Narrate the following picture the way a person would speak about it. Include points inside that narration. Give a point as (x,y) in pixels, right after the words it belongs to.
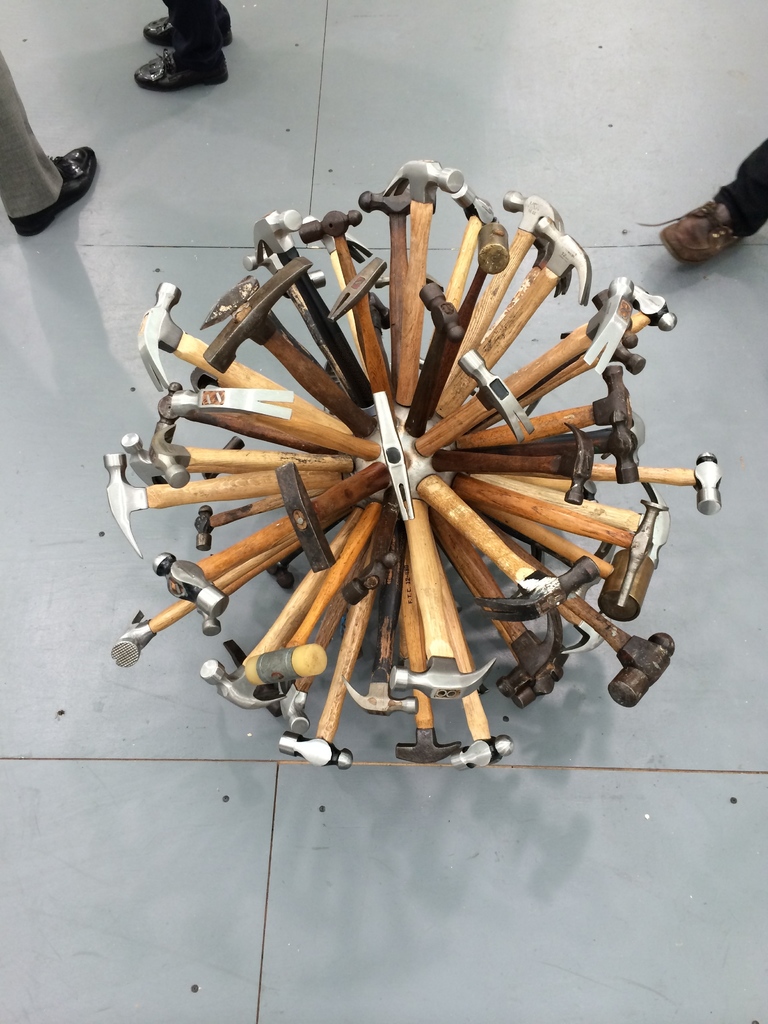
We can see people legs (208,28) with footwear (227,32) on the floor (152,300) and we can see hammers (628,313) and tools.
